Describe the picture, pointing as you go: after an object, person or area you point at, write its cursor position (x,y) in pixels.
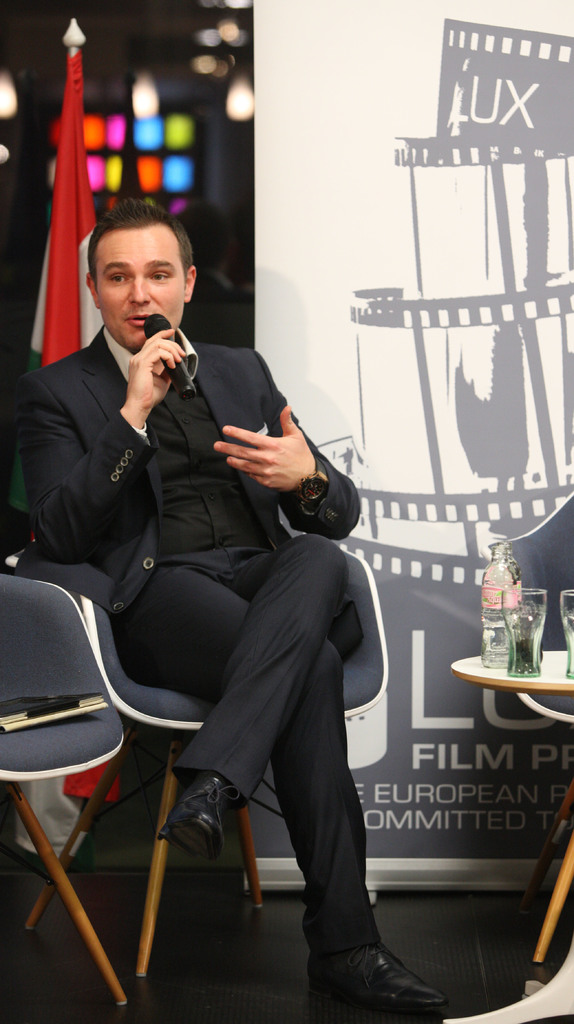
A man (122,374) with a black suit (246,580) talking on mic (151,331) sitting on a chair (119,701). There is a table (532,686) in front of him with glass bottle (496,622) and glass (531,639) and, behind him there is a flex poster (392,303) and in the background (147,125) there is a flag (73,111) and several lights (152,164).
